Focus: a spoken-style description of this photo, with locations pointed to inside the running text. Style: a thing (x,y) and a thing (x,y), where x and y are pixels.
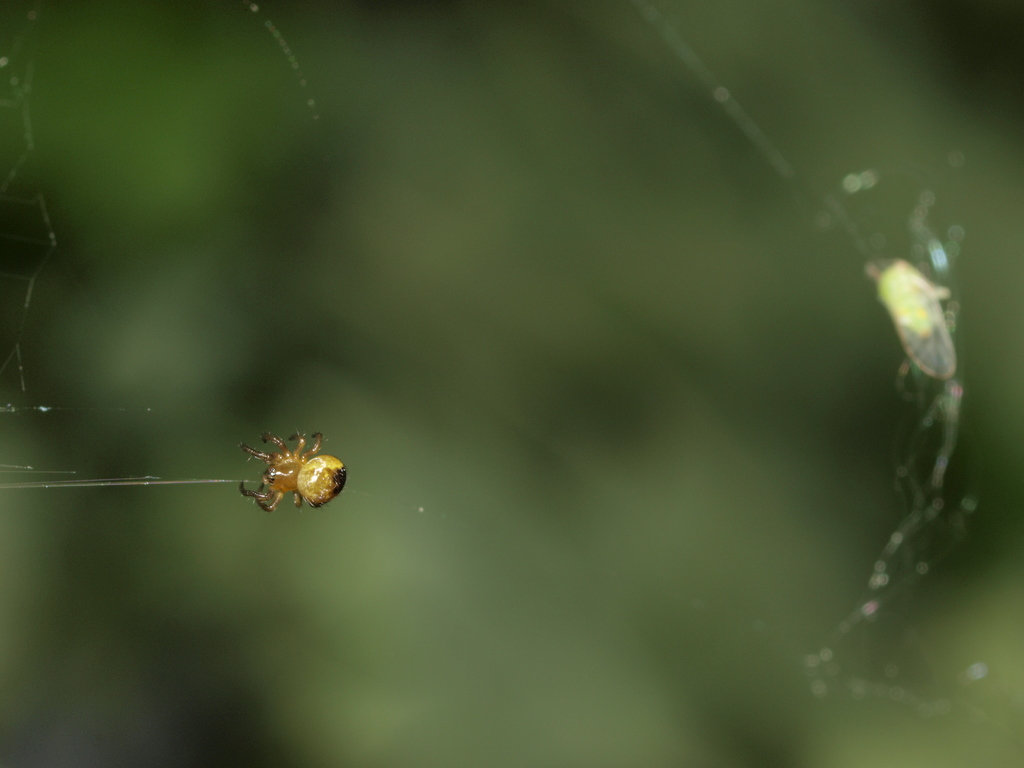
In the image there is a spider (323,457) on the web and the background (540,160) is blurry.
